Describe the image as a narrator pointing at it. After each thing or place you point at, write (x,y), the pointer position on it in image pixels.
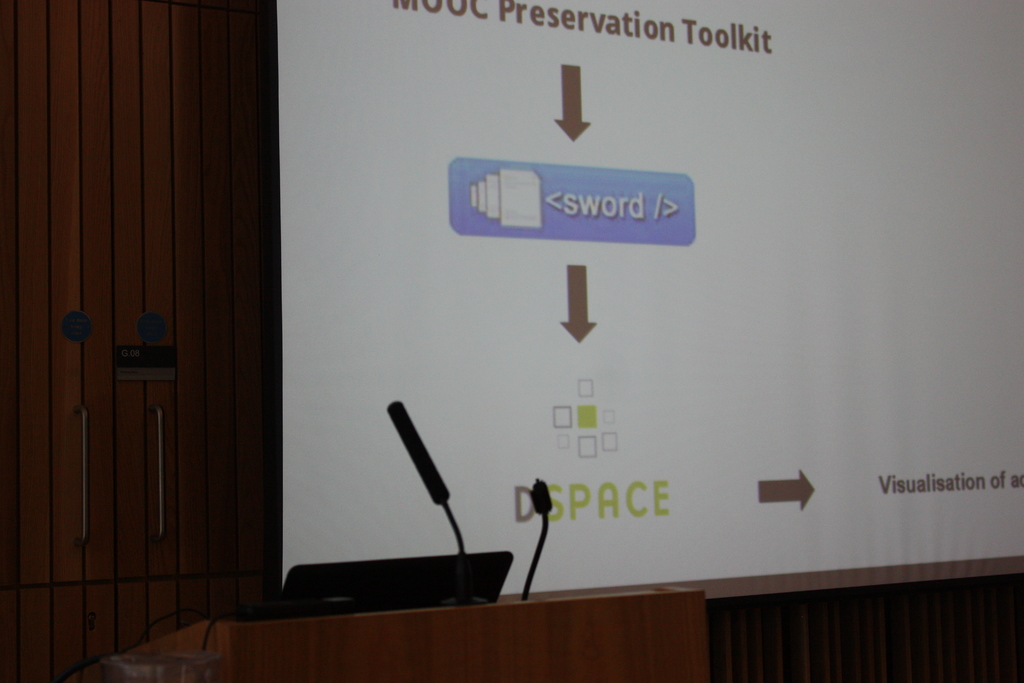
In this image I can see the podium (382,643). On the podium (410,632) there are mics (458,574) and the laptop (376,592). In the back (516,418) I can see the wooden door (179,489) and the screen (513,391). On the screen (599,284) I can see the text (571,200).
